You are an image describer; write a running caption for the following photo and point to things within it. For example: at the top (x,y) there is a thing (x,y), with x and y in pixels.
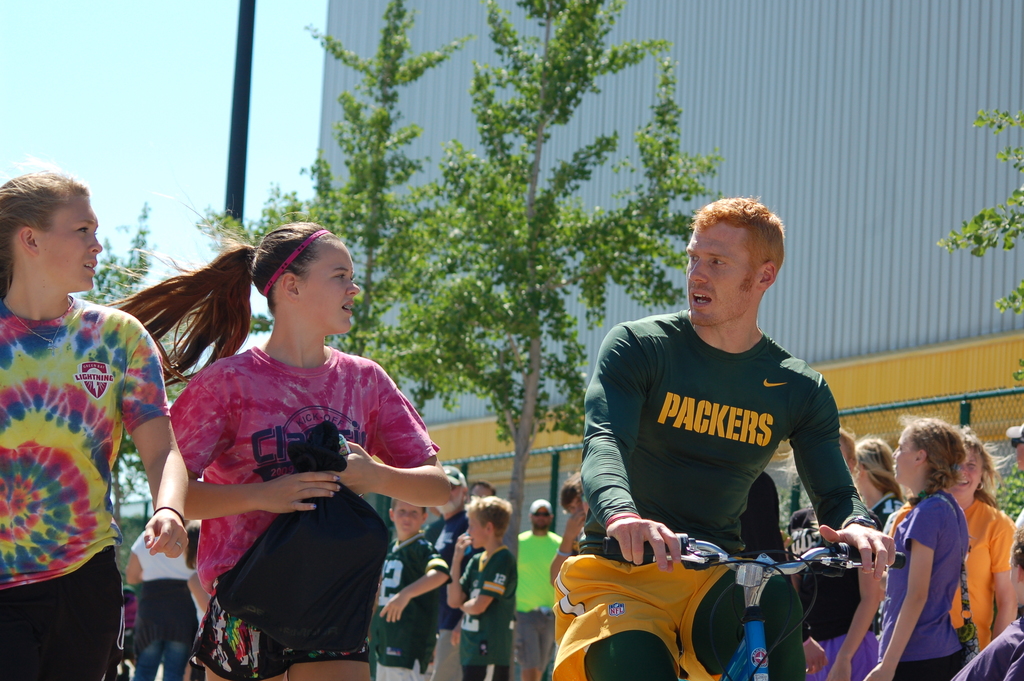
In this picture we can find three people (617,349), one man (636,353) is on bicycle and other two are standing. In the background (475,295) we can find many people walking and we can also find trees (475,281), building wall (789,118), pole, sky (200,97).
